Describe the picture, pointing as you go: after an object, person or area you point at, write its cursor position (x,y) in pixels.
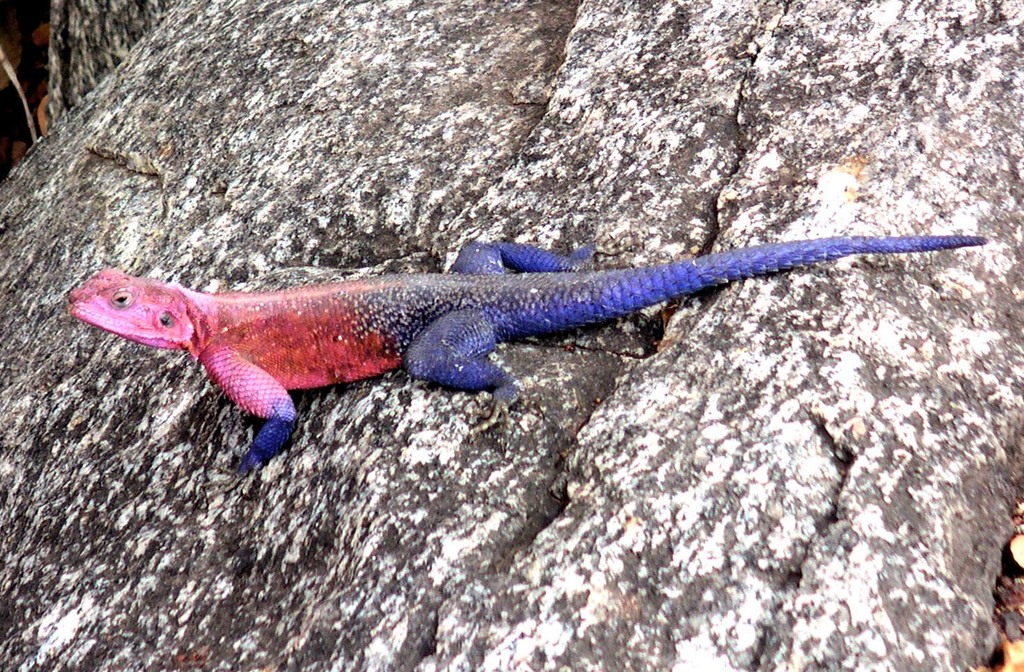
In this image we can see one colorful reptile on the rock (962,417), left and right side of the image (1007,659) there are some objects (1020,656) on the ground (20,125).
